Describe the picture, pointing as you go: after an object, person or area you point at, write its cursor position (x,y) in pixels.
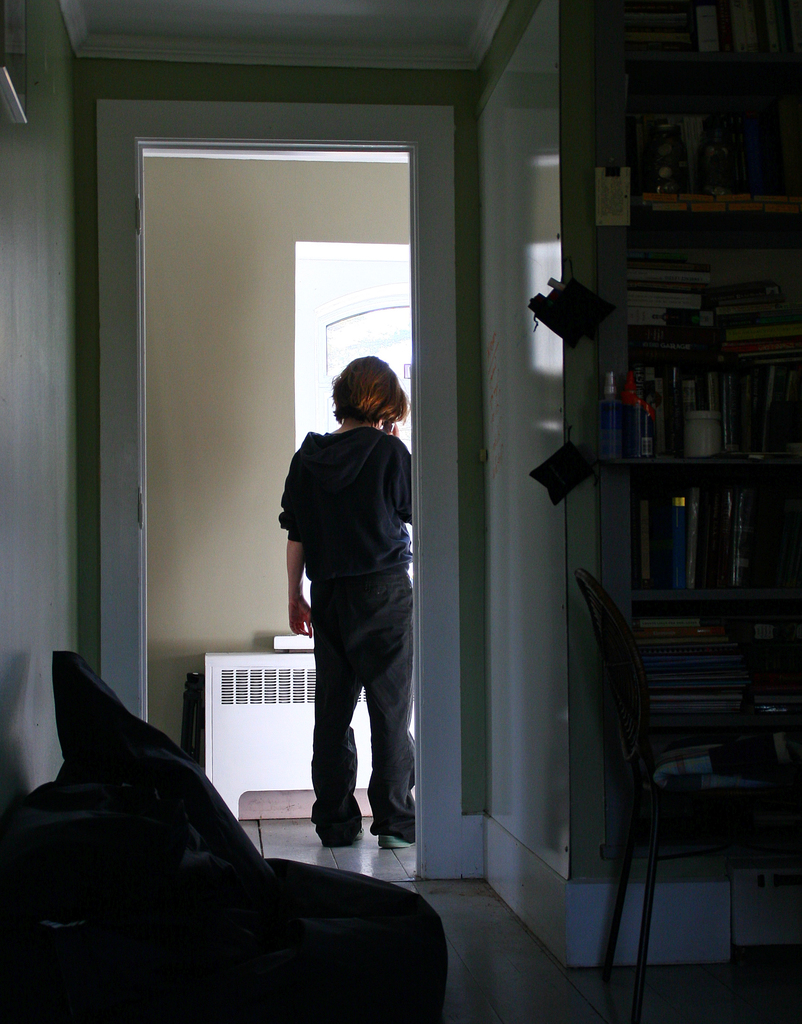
In this image there is a wall (17,458) on the left corner (17,458). There is a rack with books (733,51) and objects (789,782) on it and there is a chair (632,764) on the right corner (651,602). There is a floor (568,1010) at the bottom (703,981). There is a person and a wall (358,210) in the background (236,208). There is an object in the foreground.
